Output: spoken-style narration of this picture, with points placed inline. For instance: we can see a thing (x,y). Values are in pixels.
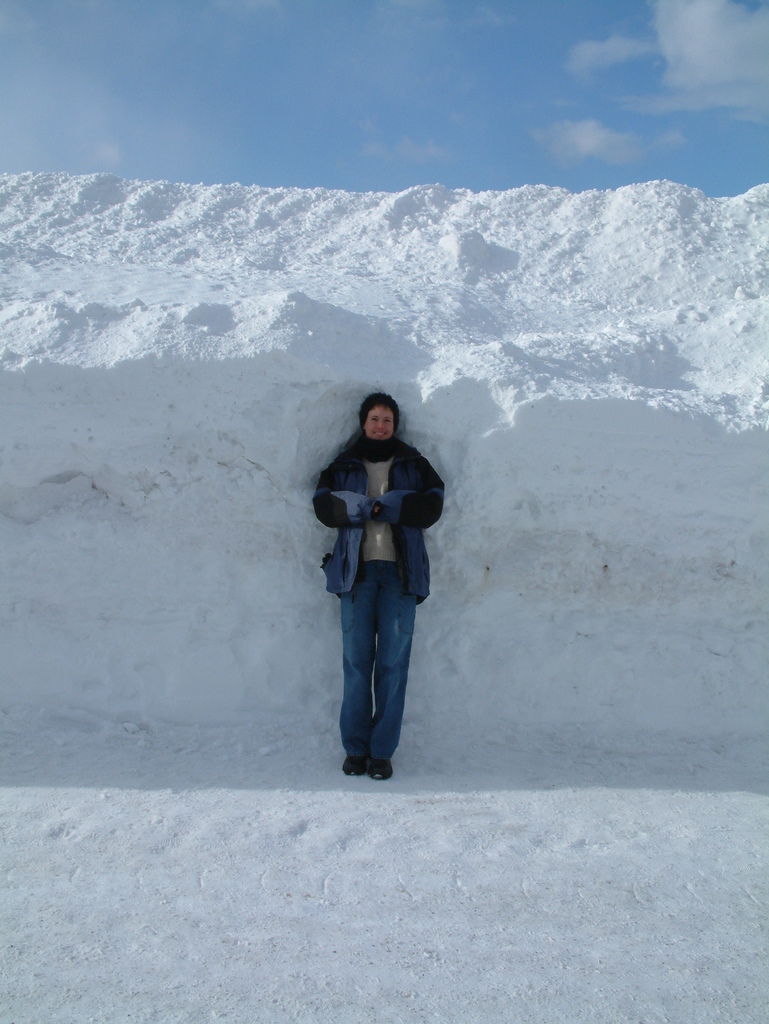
In the center of the image (404,638) we can see a person (396,608) standing. In the background (657,671) there is a snow wall (154,507) and sky (383,171).
